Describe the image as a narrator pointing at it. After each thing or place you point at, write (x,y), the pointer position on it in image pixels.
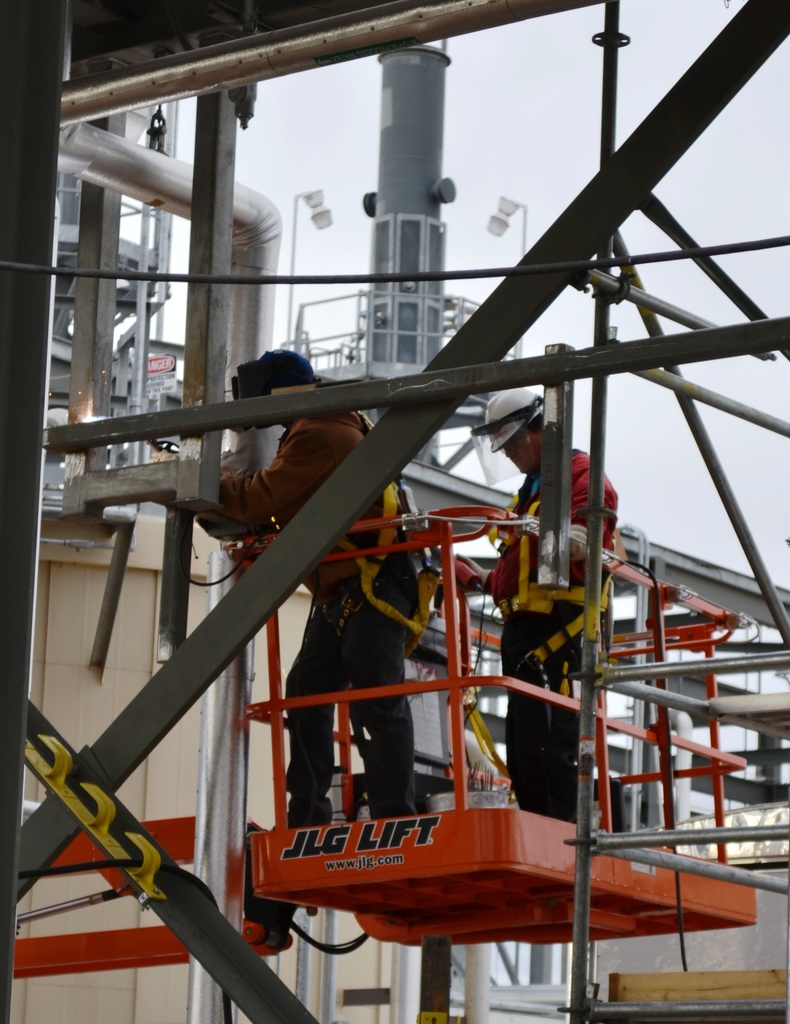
In the center of the image (401,615) there are two persons (377,754) standing on construction lift (493,886). In the background (375,285) there is a pipeline (274,240), lights (318,211) and sky (323,184). In the foreground (226,961) we can see iron bars (669,336).
